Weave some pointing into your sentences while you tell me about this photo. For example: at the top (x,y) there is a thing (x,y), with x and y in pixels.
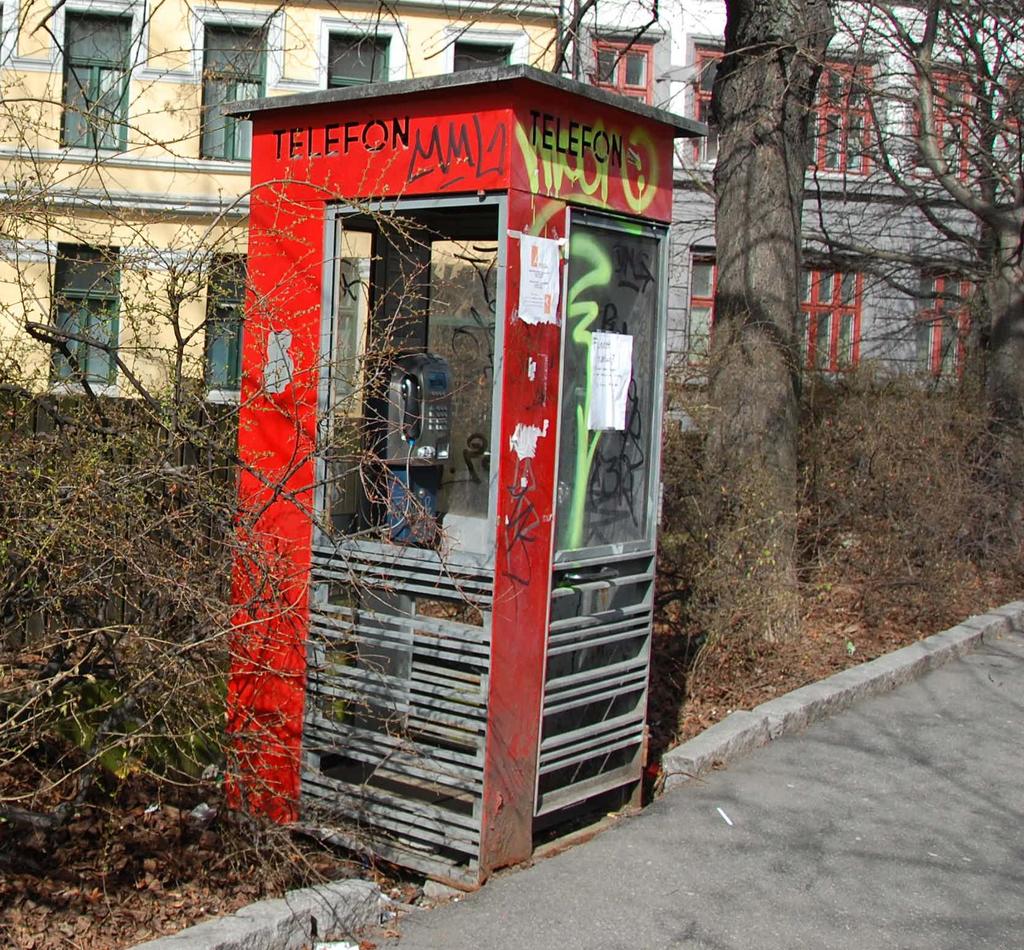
In this picture I can see a telephone booth (644,203) with a telephone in it, there are plants (928,532), trees (993,260), and in the background (26,177) there are buildings (316,6) with windows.
